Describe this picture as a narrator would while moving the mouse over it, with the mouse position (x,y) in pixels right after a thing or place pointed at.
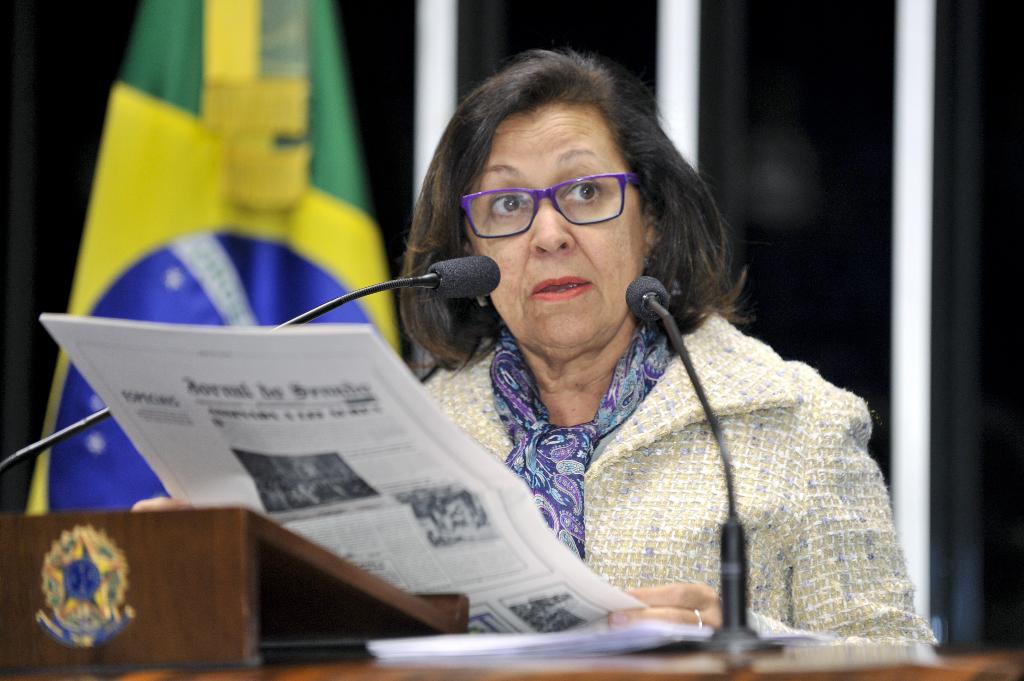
In this image I can see a woman (557,327). The woman (560,312) is wearing spectacles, scarf (585,424) and holding some papers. Here I can see a podium (309,650). On the podium (343,646) I can see papers (657,639) and microphones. In the background (273,269) I can see a flag (302,214).
